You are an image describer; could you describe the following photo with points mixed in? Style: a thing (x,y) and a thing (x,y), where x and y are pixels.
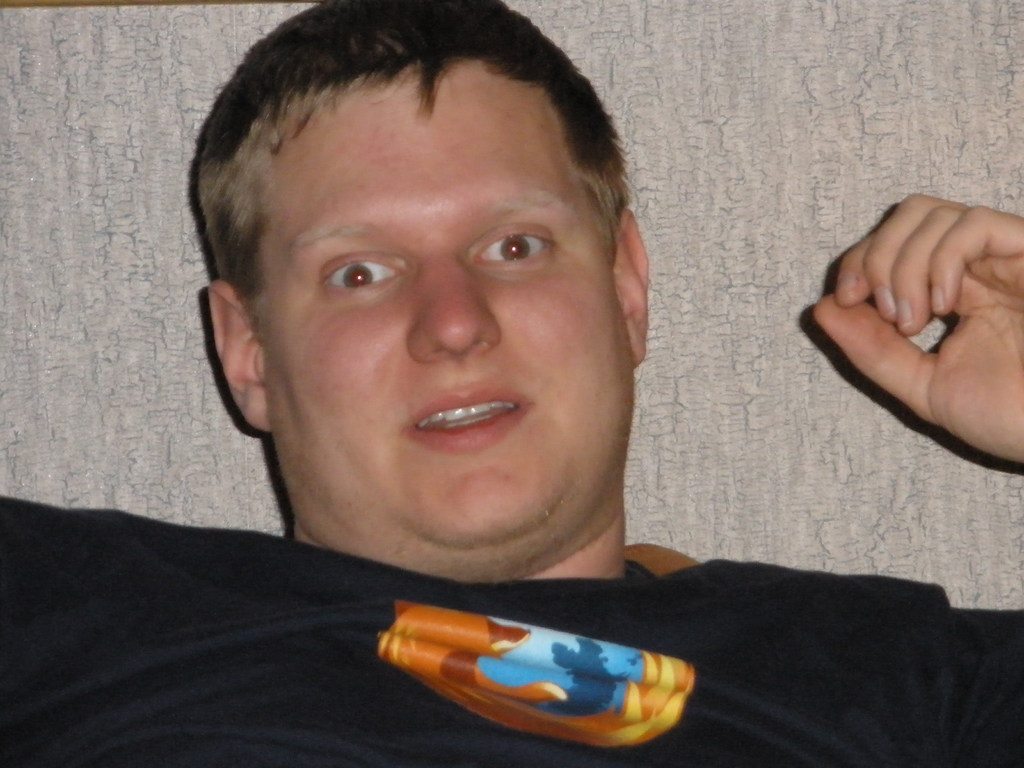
In this image we can see a person (506,690) wearing black t shirt (425,648).
